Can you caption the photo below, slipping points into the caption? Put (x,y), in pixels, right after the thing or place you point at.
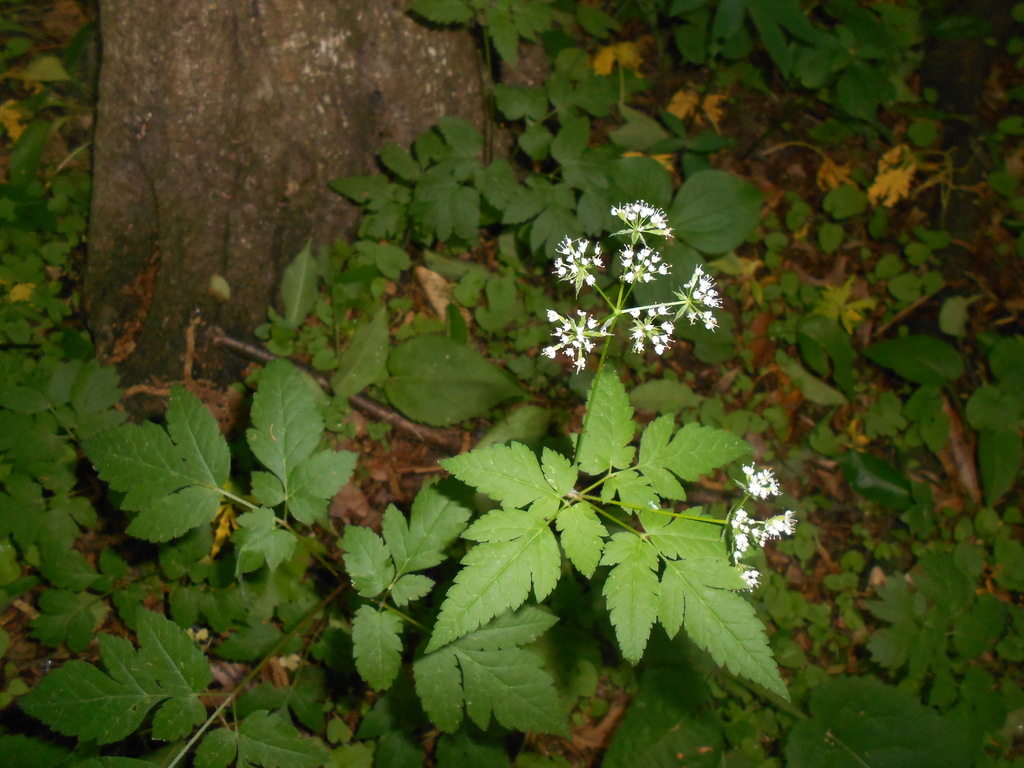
In this image I can see the white color flowers (599,330) to the plants (439,521). In the background (241,229) I can see the trunk (257,136) and some small plants (789,368) on the ground (829,536).
